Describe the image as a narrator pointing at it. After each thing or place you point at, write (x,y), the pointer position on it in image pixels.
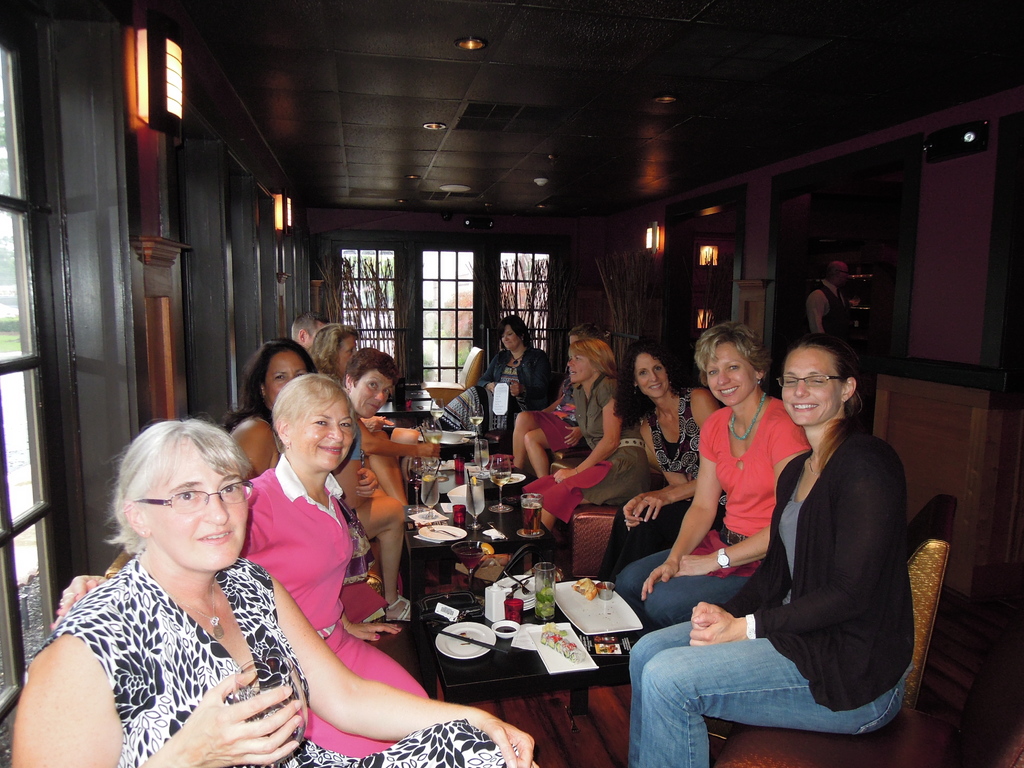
In this image I can see few women (686,491) are sitting on the chairs (713,738), smiling and giving pose to the picture. At the background (557,354) I can see wall (223,186) and lights (159,98). This is a picture clicked inside the room (519,708). In the middle of the image (469,511) there are some tables (510,644) having some glasses (542,593), bowls (513,623), plates (578,609), some food items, some tissue papers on it. On the right side (830,303), in the background (843,301) I can see one man (818,291) is standing. Out of this room (449,285) I can see some trees (389,284).
